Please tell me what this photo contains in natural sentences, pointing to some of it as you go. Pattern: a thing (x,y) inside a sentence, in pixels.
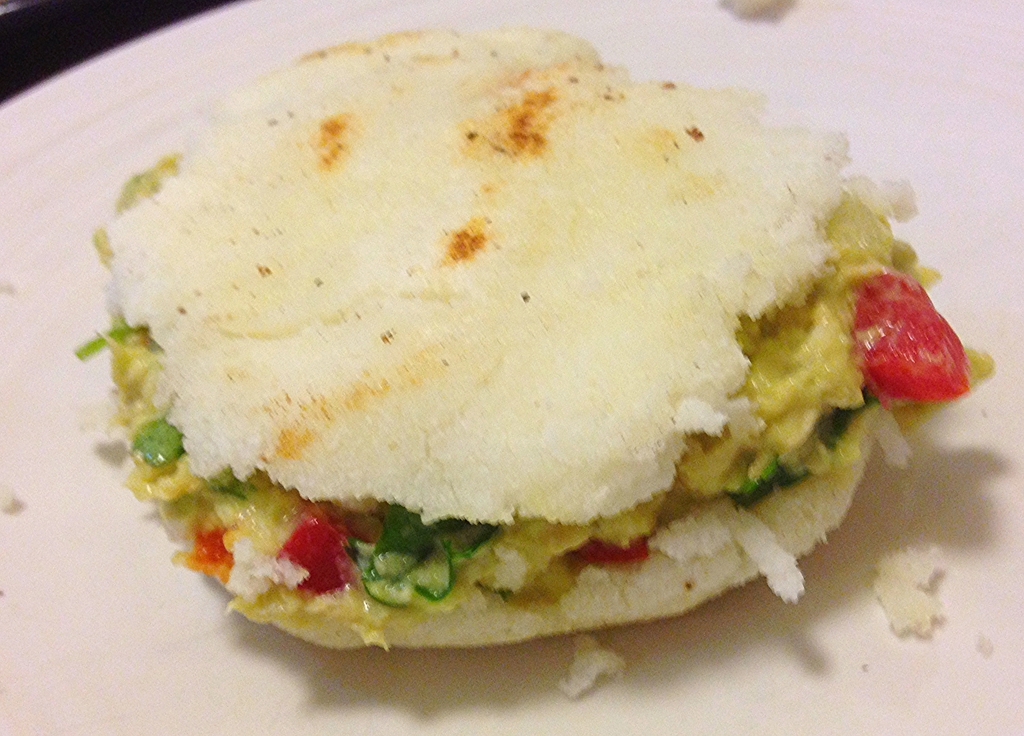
This image contains a plate (67,332) having an arepa (498,466) stuffed with some food (744,441) in it.
